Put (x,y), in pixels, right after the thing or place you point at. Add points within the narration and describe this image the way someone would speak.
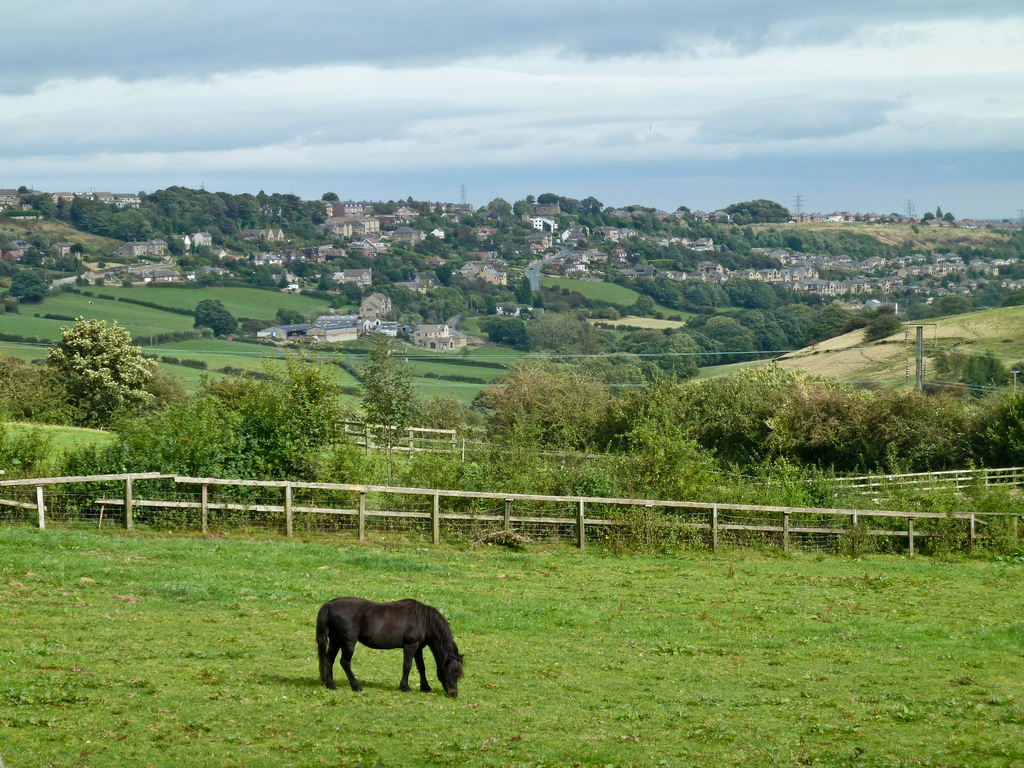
This picture is taken from the outside of the city. In this image, in the middle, we can see a horse (439,652) eating grass (460,688). In the background (303,495), we can see wood fence (747,528), trees (1002,446), plants (659,471). In the background (286,262), we can also see some houses (797,269), building (369,239), trees (263,192), plants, electric pole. At the top (760,78), we can see a sky (671,41) which is cloudy, at the bottom (797,668), we can see some plants (225,459) and a grass (95,690).
